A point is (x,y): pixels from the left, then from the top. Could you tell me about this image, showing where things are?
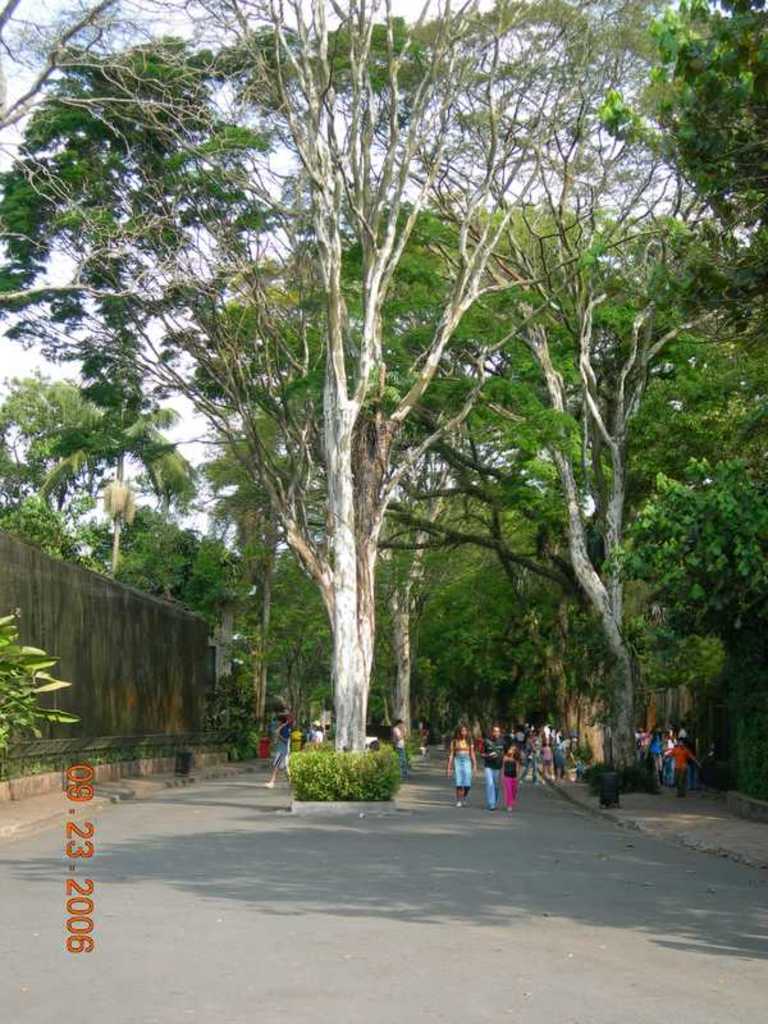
At the bottom (386,945) there is road (338,977), few people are walking on it. These are the big trees (402,463) in the middle of an image (390,584).
